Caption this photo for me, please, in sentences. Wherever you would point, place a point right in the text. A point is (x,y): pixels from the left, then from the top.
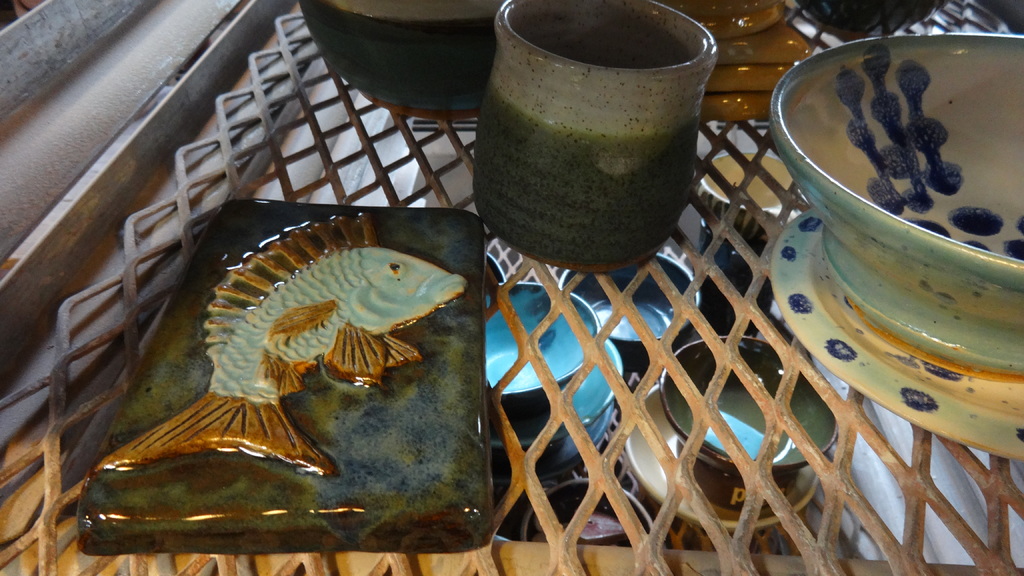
In this image there is a table (764,419) on which there are ceramic bowls (904,248), cups (585,92) and a board (419,390) on which there is a fish symbol (309,334). At the bottom (599,412) there are cups (565,380) one beside the other.
